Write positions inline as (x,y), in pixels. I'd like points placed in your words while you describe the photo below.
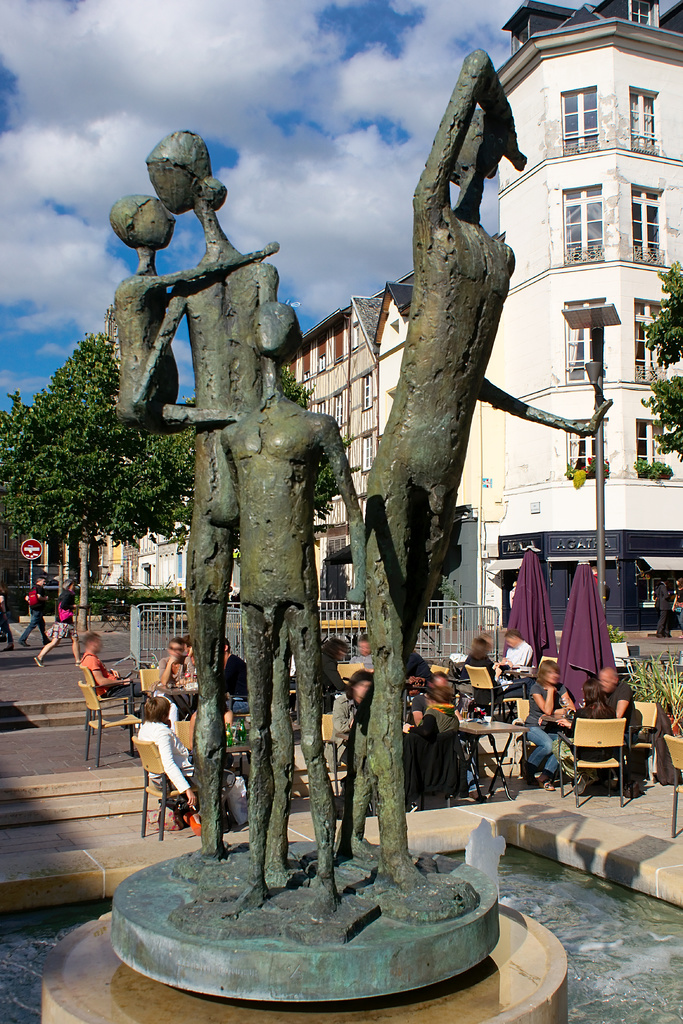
At the bottom (513,848), we see water (620,927). In front of the picture, we see the statues (446,900). Behind that, we see many people (112,677) are sitting on the chairs (624,733). In front of them, we see the tables (512,728). Behind them, we see the sheets (566,643) or clothes (549,629) in purple color. Behind them, we see the railing boards (458,635). On the left side (58,614), we see two people (52,631) are walking on the road (119,646). On the right side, we see a pole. There are trees (160,462) and buildings (530,521) in the background (166,520). At the top (354,65), we see the sky (336,65) and the clouds (166,84).
